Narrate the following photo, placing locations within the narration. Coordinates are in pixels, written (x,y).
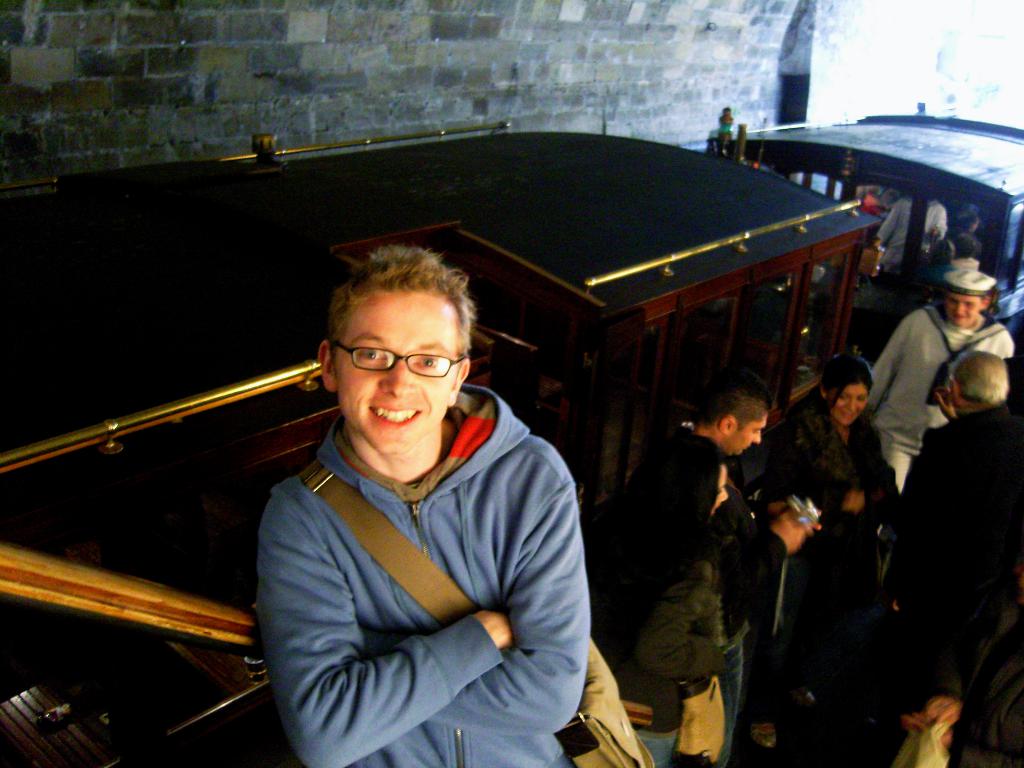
This picture is clicked outside. In the center (415,379) there is a person (467,522) wearing a hoodie (458,541), sling bag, smiling and standing. On the right (900,532) we can see the group of people (900,532) standing on the ground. In the center (498,289) there is a boat (791,211) seems to be parked. In the background (603,30) there is a wall (415,46).
